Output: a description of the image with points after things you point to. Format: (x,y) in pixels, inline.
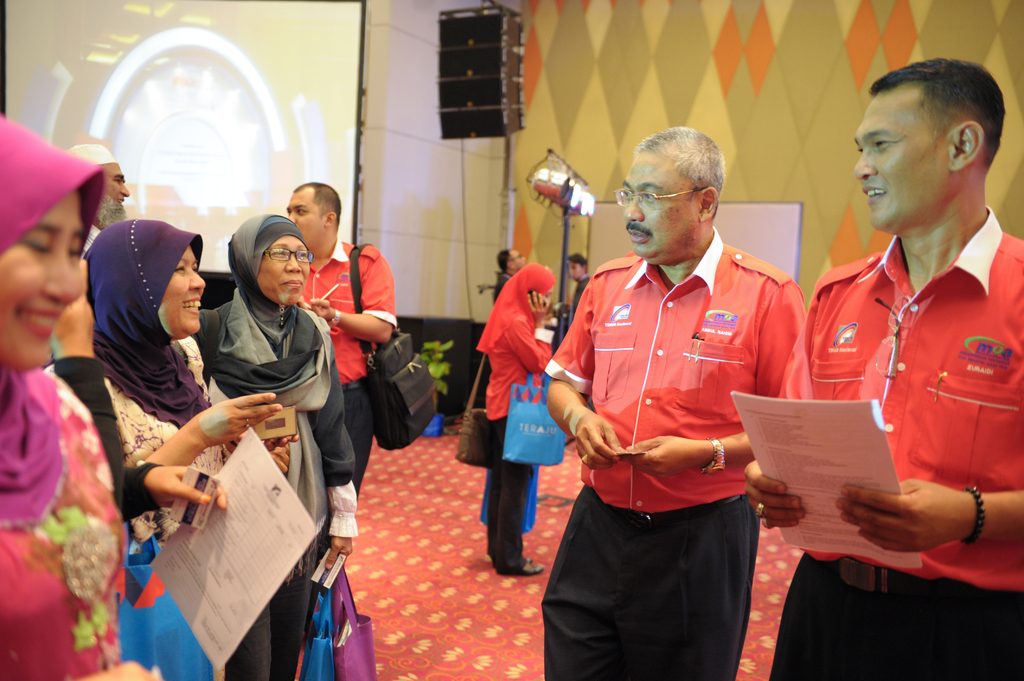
On the right (933,626) there is a man (940,642) who is wearing red shirt (959,313) and trouser (896,631). He is holding the papers (809,539), beside him we can see another man (703,412) who is wearing spectacle (624,206), shirt (641,364), watch (719,443) and trouser (732,632). He is holding a card (630,454). On the left (42,193) there is a woman (38,375) who is wearing pink color scarf (30,169) and dress (18,604). She is holding a card (194,505), beside her we can see another woman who is wearing black dress (95,415). She is holding a card (205,513) and paper (216,519). Beside her we can see another woman (190,245) who is wearing purple color scarf (133,339) and white shirt (159,441). She is talking with him. Beside her we can see an old woman (303,429) who is wearing scarf (263,343), spectacle (273,250), shirt (339,458) and jeans (289,626). She is holding a card (330,580) and two bags (356,649). In the back (361,371) there is a man (374,327) who is wearing shirt (350,310), watch (338,313) and trouser (359,411). He is holding a black bag (395,376). He is talking with the man (127,194) who is wearing white cap (103,158) and white dress (87,248). Beside him we can see another woman (510,467) who is wearing red dress (542,356), black trouser (497,510) and shoe (529,559). She is holding a mobile phone (531,296) and two bags (526,428). She is standing on the carpet (464,607). In the background (609,233) there are two persons (577,259) who are standing near to the poles (564,267), lights (551,159) and board (602,246). Beside them there is a plant (438,355) near the wall (440,304). In the top left corner (200,66) there is a projector screen (178,102). At the top (469,105) we can see the speaker (481,91). In the top right (773,113) there is a wall (798,33).
